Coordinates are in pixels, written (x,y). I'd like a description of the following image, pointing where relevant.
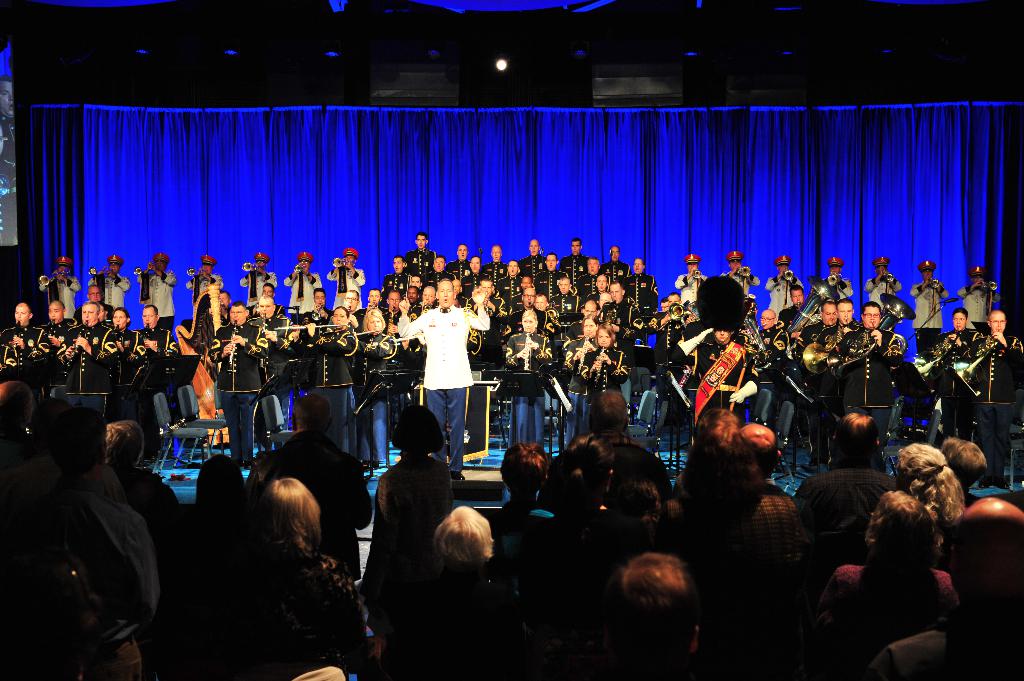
This image is taken indoors. In the background (547,193) there is a curtain (209,152). At the bottom of the image (554,553) there are many people (805,549) standing on the floor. In the middle of the image (342,364) many people (118,363) are standing on the dais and playing music with different types of musical instruments (804,357) and a few (648,312) are singing.
